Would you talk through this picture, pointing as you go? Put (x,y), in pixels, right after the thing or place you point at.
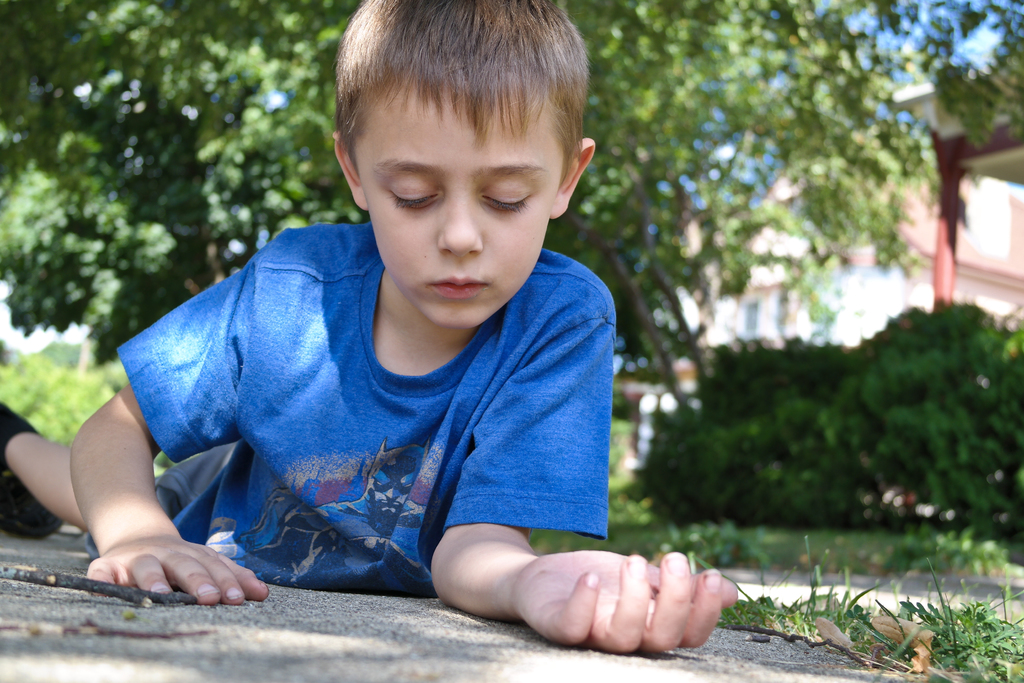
In this image we can see a boy (378,293). On the ground (673,527) there is grass (806,544). In the background (834,178) there are trees (215,170). Also there is a building (850,288). And it is blurry in the background (696,53).
